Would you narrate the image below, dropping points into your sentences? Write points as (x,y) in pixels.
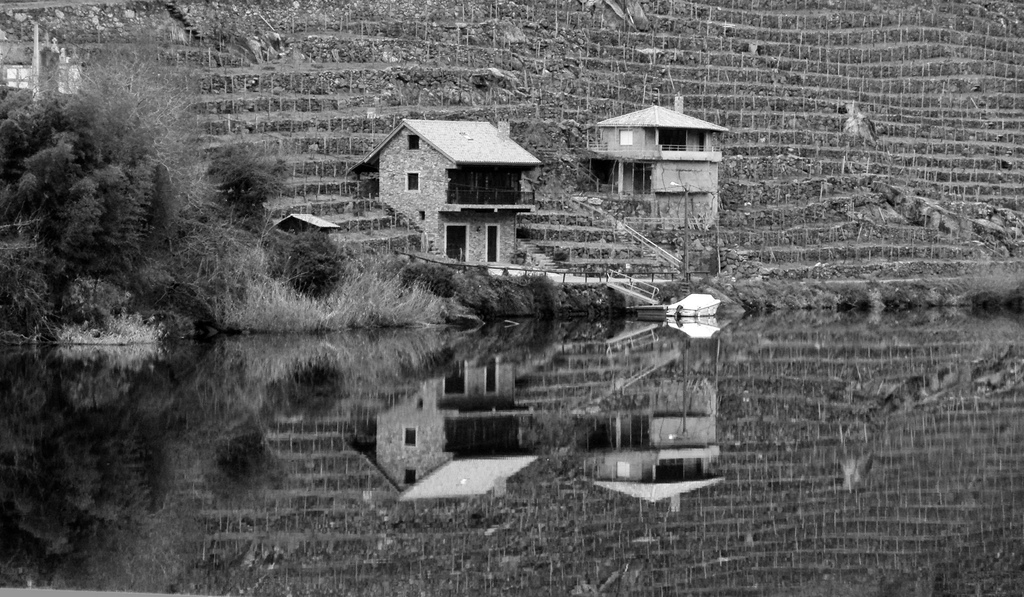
This is a black and white image in this image there is a lake (833,596), in the background (680,168) there are houses (693,171) and wall (376,132), in the top left (105,117) there are trees (115,260).
